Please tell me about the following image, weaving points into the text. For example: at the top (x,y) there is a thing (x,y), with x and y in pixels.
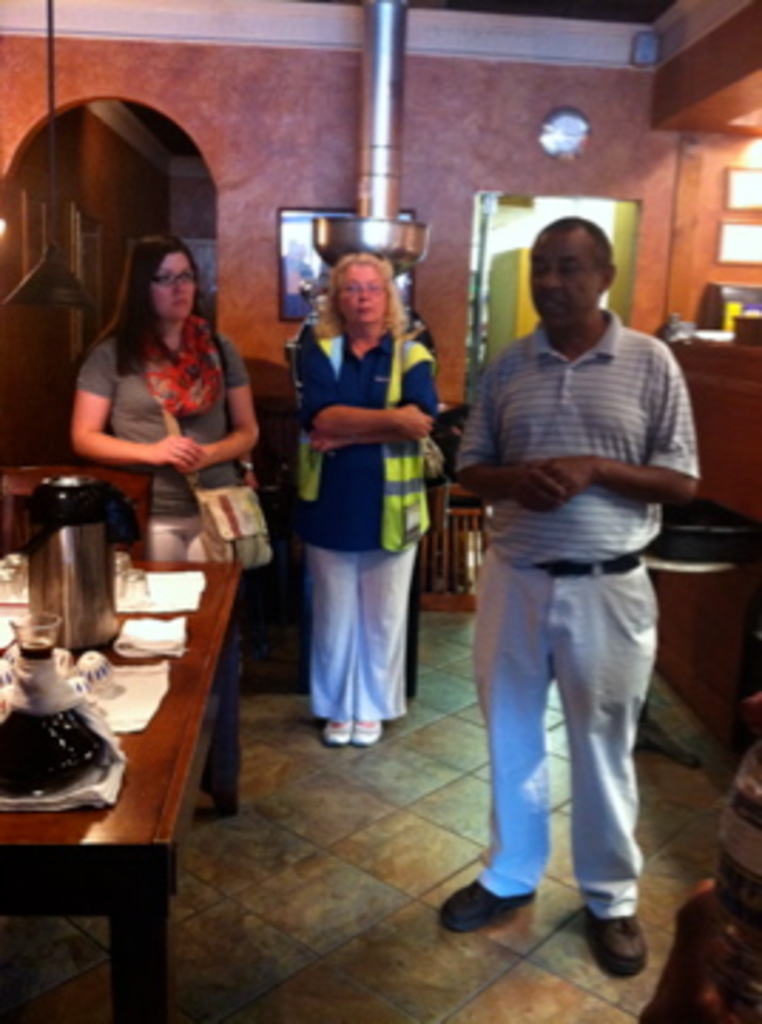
In this image there is a table (149,1023) with flask (70,638) and some objects (27,763) on it and chair (7,470) in the left corner (30,749). There are three people (638,939) in the foreground (630,946). There is an object (720,515), sink (674,527) in the right corner (692,521). There is a wall (607,49) with some frames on it in the background (128,89). There is a light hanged on roof (492,4) at the top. And there is a floor (203,966) at the bottom (427,1019).
